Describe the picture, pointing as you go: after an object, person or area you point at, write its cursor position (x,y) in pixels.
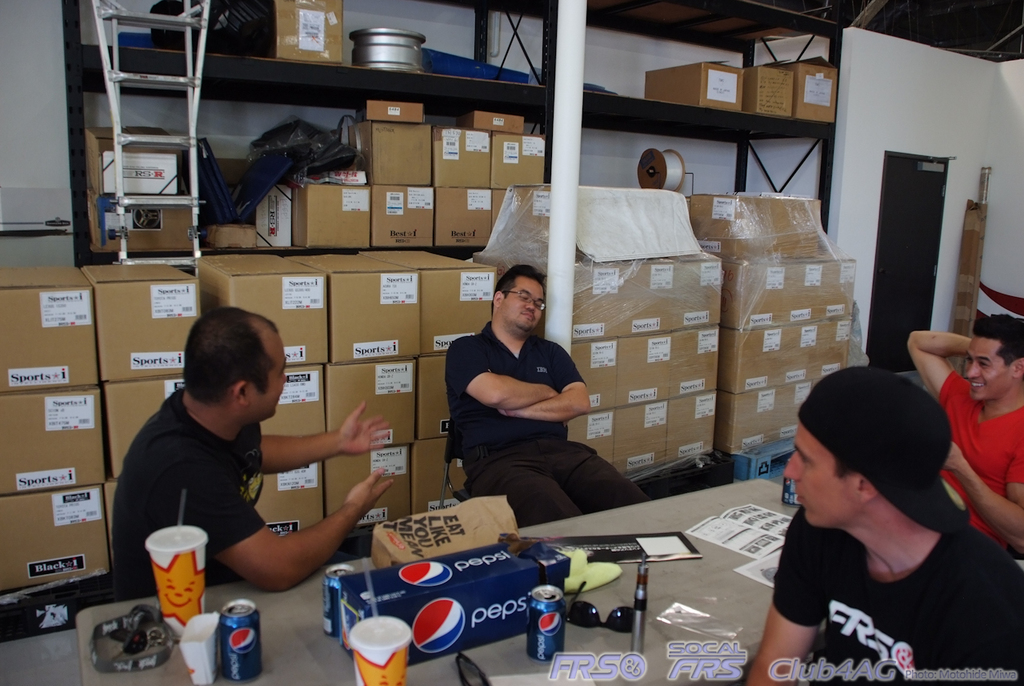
This is indoor picture. There are many cardboard boxes (454,302). This rack (743,115) is in black color. The pole (575,63) is in white color. Inside this rack (474,82) there is a container (412,67). In-front of this rack (176,66) there is a ladder (113,95). These 4 persons (495,366) are sitting on a chair (444,463). In-front of this person's (494,350) there is a table (744,596), on a table (737,562) there are goggles (607,617), tin (549,623), cup (401,661) and box (449,592). This person (926,579) wore cap (890,459). The red t-shirt person (976,439) is smiling. The black t-shirt person (536,391) wore spectacles (535,304). The door (899,232). The wall (912,115) is in white color.
